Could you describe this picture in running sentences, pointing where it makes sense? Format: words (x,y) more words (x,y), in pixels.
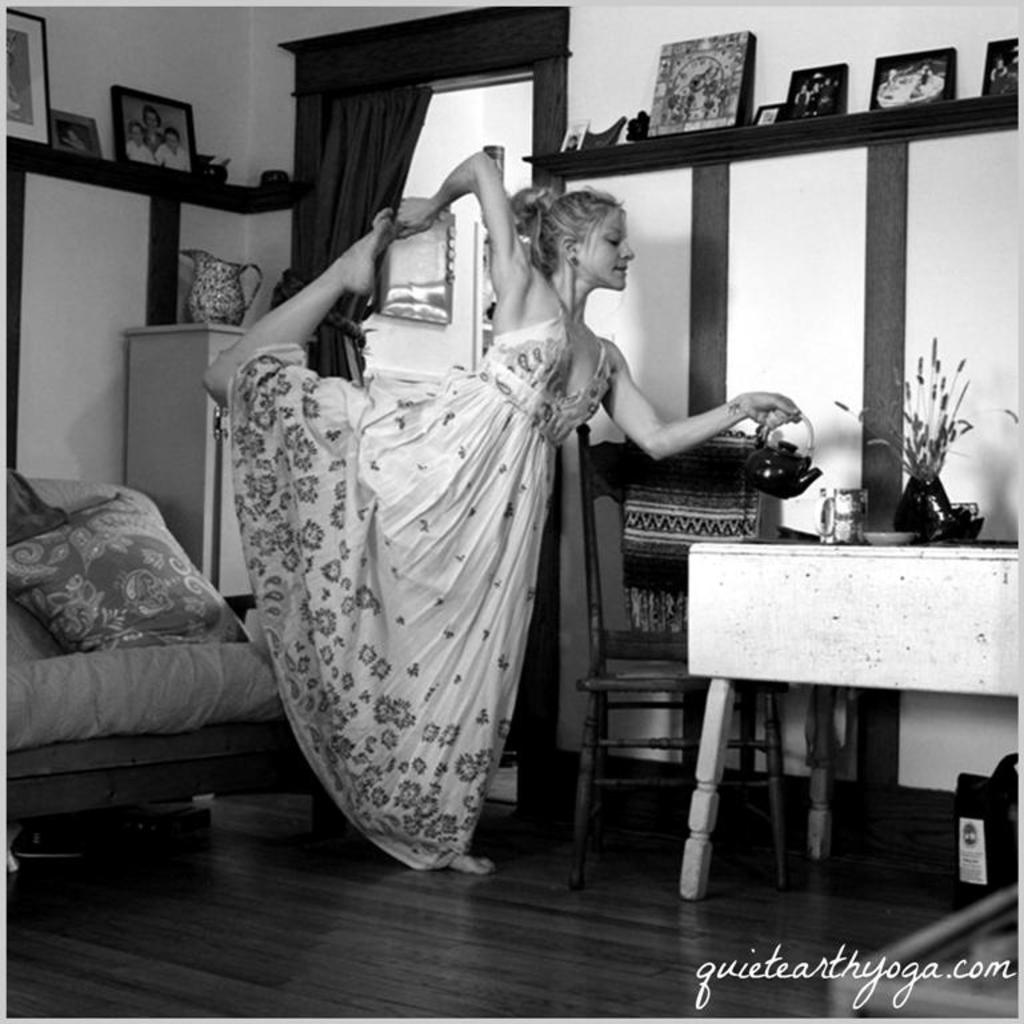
In this image, there is an inside view of a room (189,132). There is a person (499,281) standing in the center of this image (342,469) and holding a kettle (782,467) with her hand (776,426). There is a sofa (88,695) on the left side of the image (118,524). There is a chair (706,485) and table (976,541) on the right side of the image (1001,586). There are some photo frames (894,87) at the top of this image (751,107).
